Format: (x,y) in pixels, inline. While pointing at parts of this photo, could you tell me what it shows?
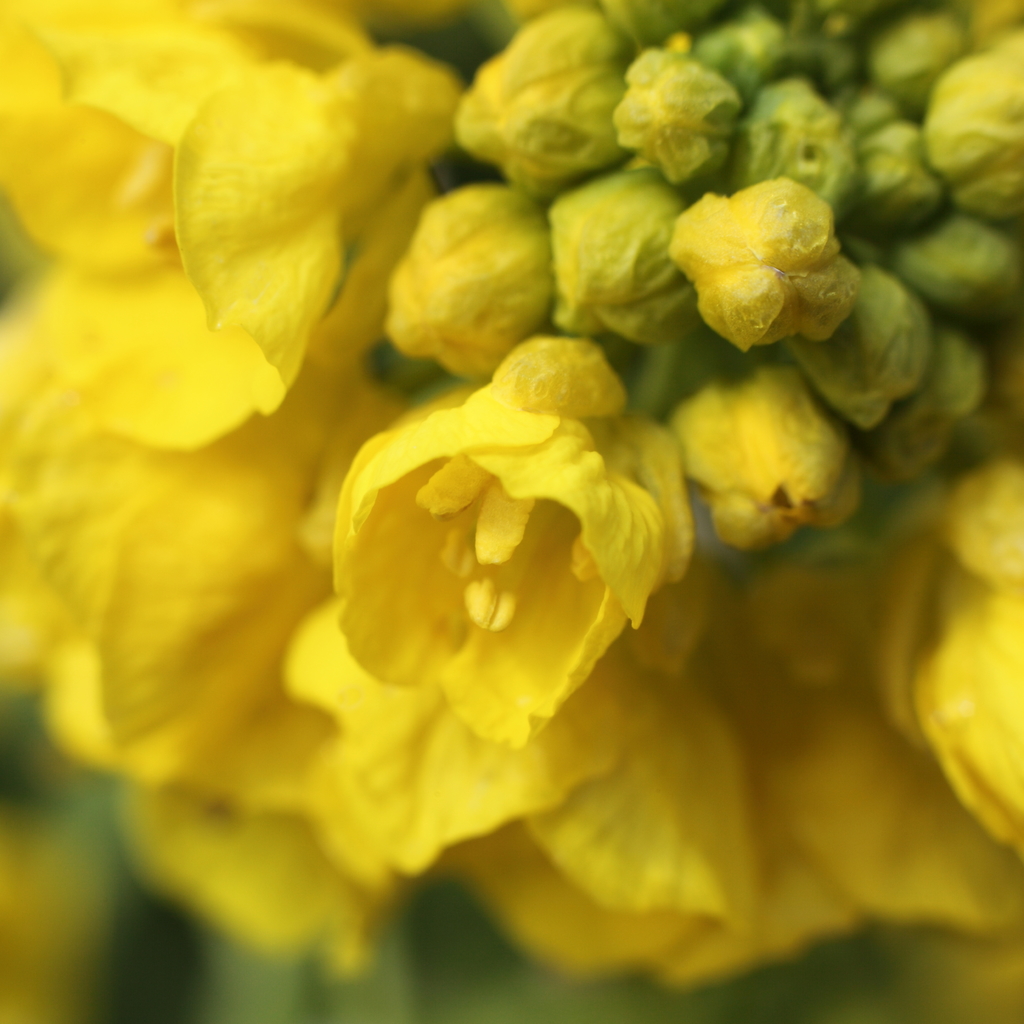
In this image, we can see flowers (279,214) and buds (513,63) which are in yellow color.
